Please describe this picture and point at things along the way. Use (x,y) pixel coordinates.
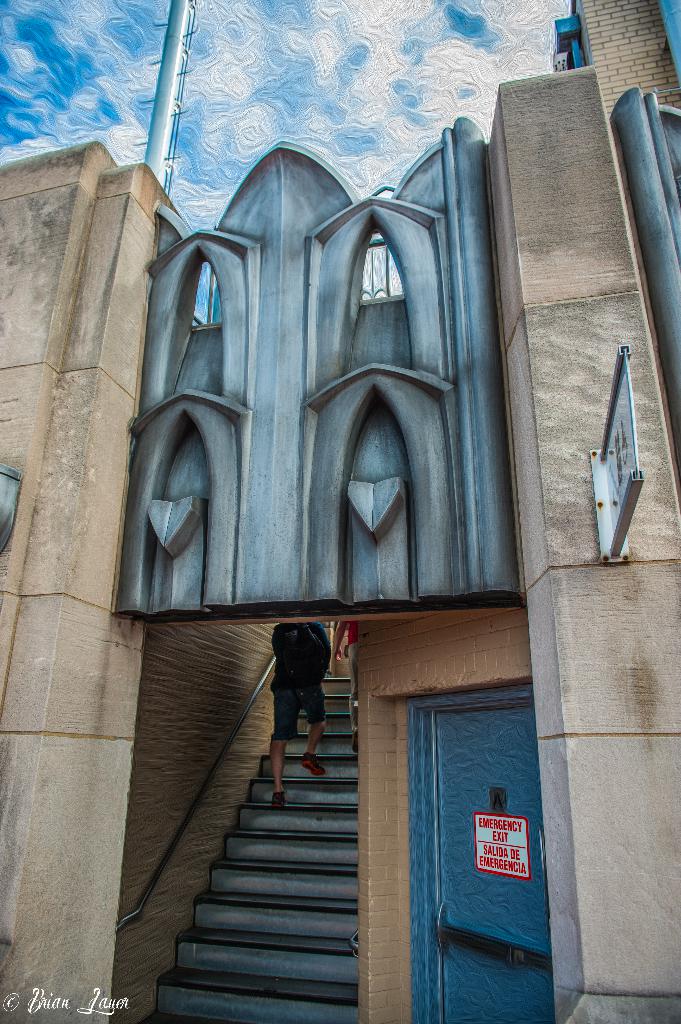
This is an edited picture. I can see a building (436,789), there are boards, there are two persons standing on the stairs (270,910), and in the background (227,93) there is the sky (404,80) and there is a watermark (105,999) on the image.
